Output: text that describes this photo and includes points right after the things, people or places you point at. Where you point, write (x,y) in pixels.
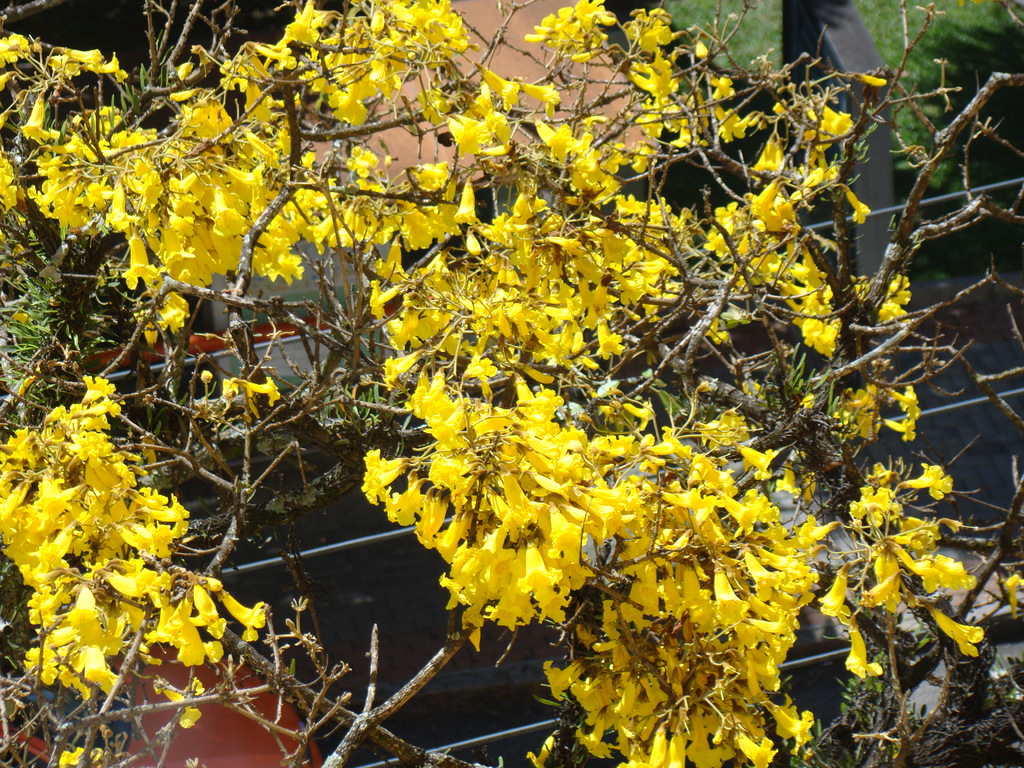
In this image, we can see plants (523,228) with flowers (562,312) and in the background (344,545), there are some objects (489,200).
